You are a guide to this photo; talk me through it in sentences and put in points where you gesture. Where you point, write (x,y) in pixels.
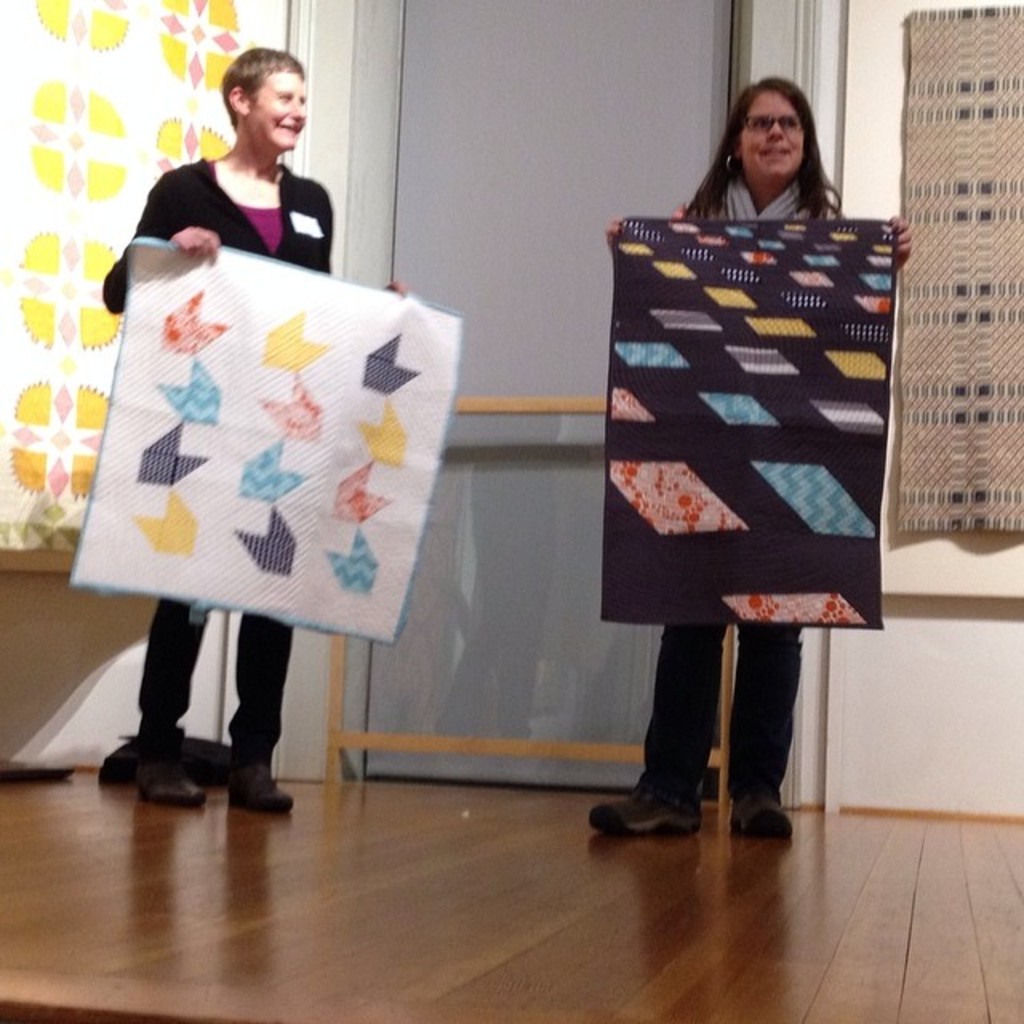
On the left side (264,396) a woman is standing, she wore a black color dress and also holding a white color cloth (290,420) in her hands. On the right side (710,683) another woman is standing.
